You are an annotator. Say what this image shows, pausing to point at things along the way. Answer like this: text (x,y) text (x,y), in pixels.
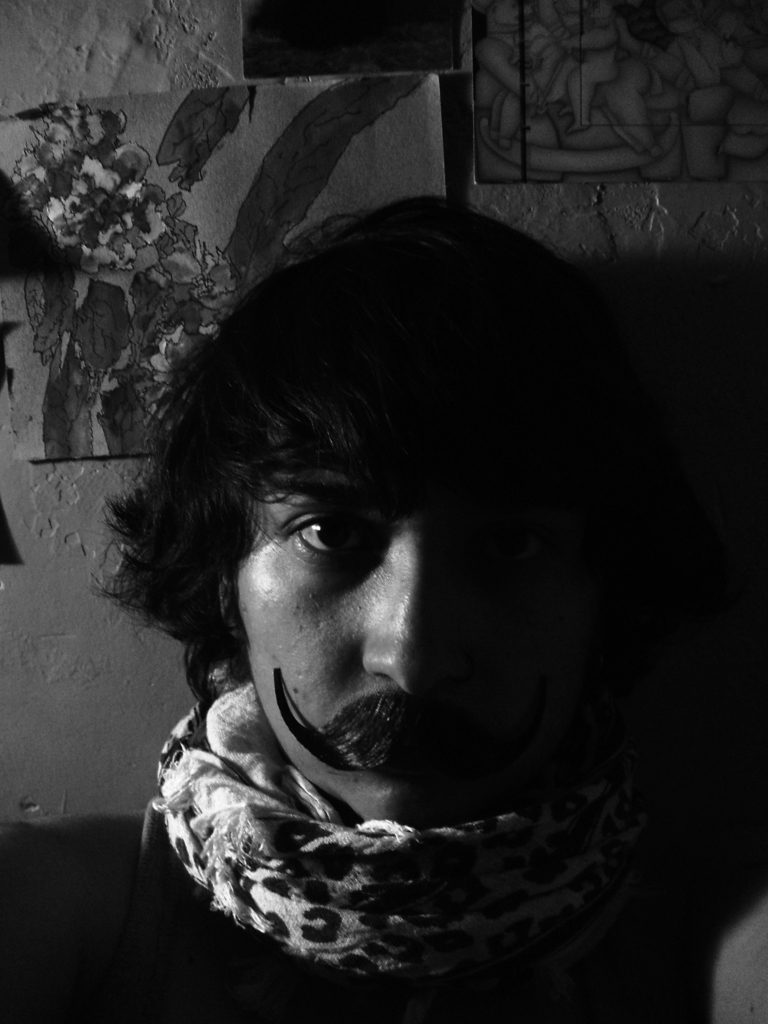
In this image I can see the person (451,665). I can see few frames (350,131) attached to the wall (188,62). The image is in black and white color.
